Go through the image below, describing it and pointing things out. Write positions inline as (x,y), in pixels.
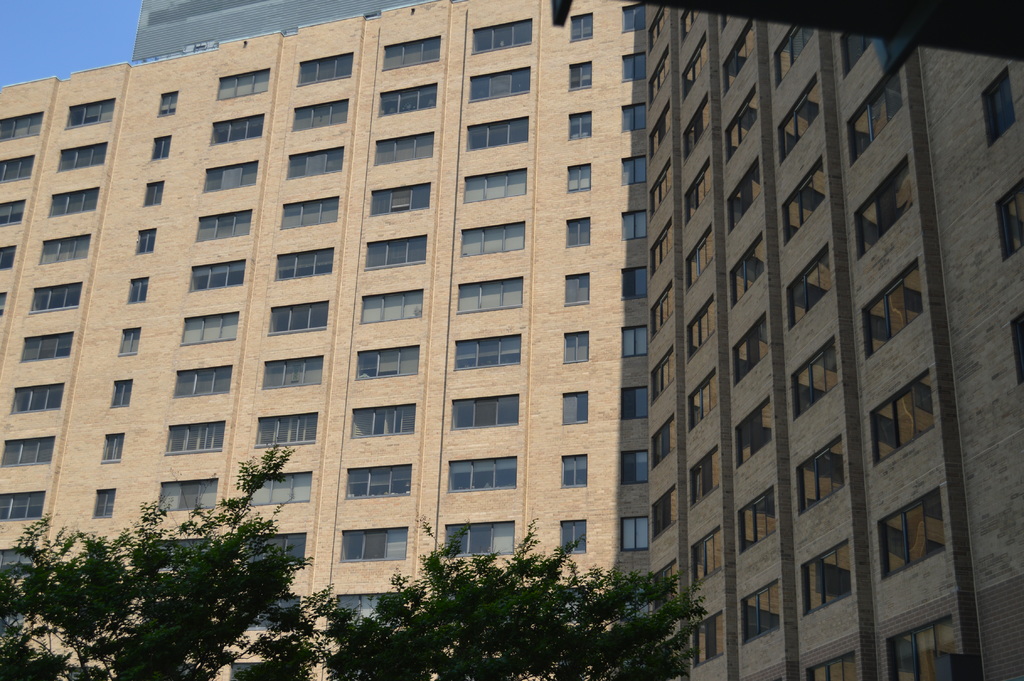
This image consists of a building (628,426). It has windows (223,216). There are trees (196,627) at the bottom (604,638).
